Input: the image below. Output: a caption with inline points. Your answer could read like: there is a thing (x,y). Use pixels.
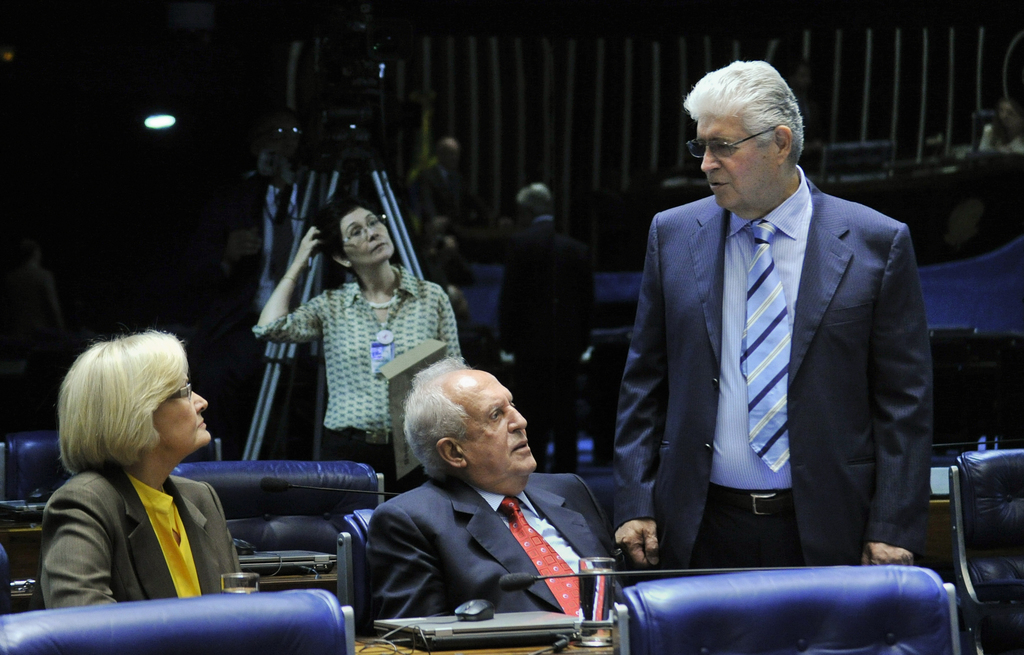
There are many people (341,378). Some are sitting and some are standing. Some people (295,333) are wearing specs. There are chairs (348,506) and table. On the table (403,642) there is a laptop (469,627), mouse (470,608) and glasses (593,611). In the back (356,124) there is a video camera (341,131) with stands (309,281). Also there is a light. In the background (773,57) it is dark.
